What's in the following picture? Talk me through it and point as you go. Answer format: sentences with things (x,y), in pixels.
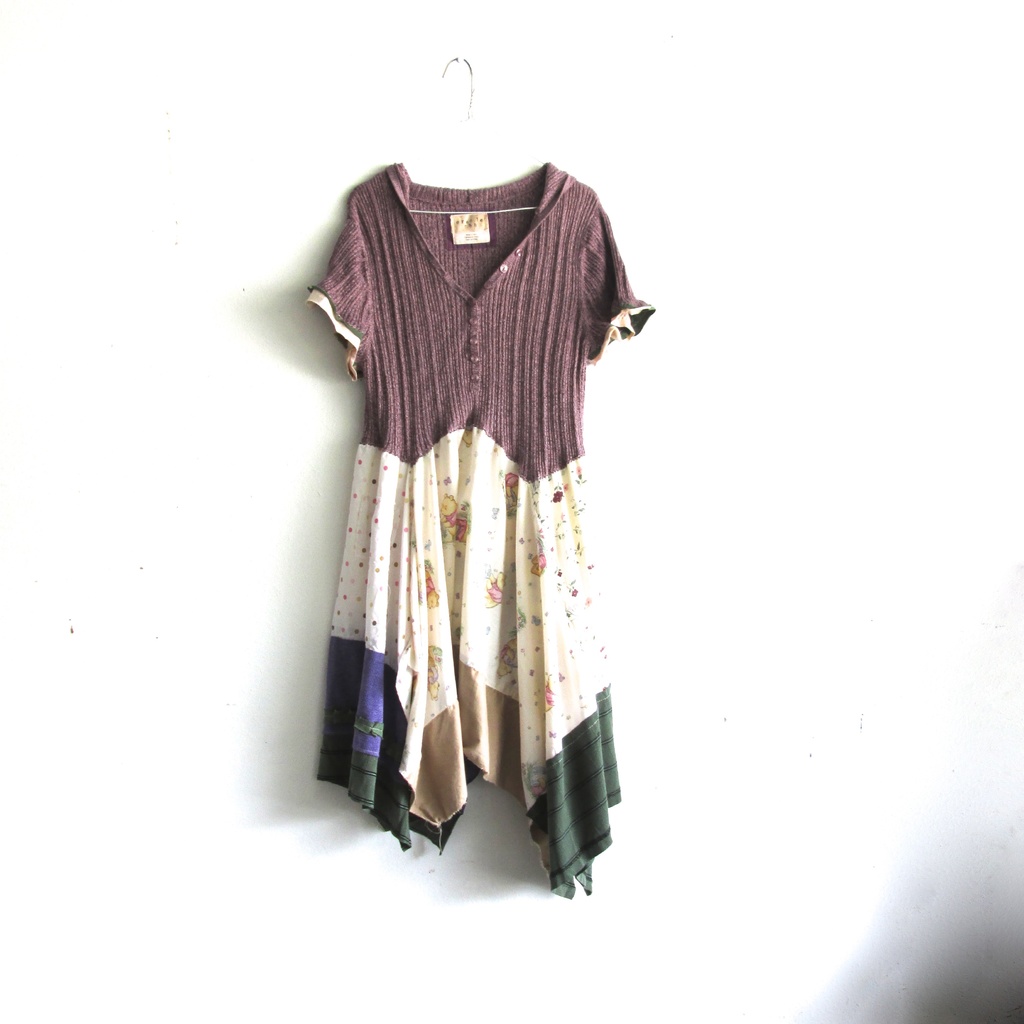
In this picture there is a cloth (443,226) hanging which is in the center (489,393).
